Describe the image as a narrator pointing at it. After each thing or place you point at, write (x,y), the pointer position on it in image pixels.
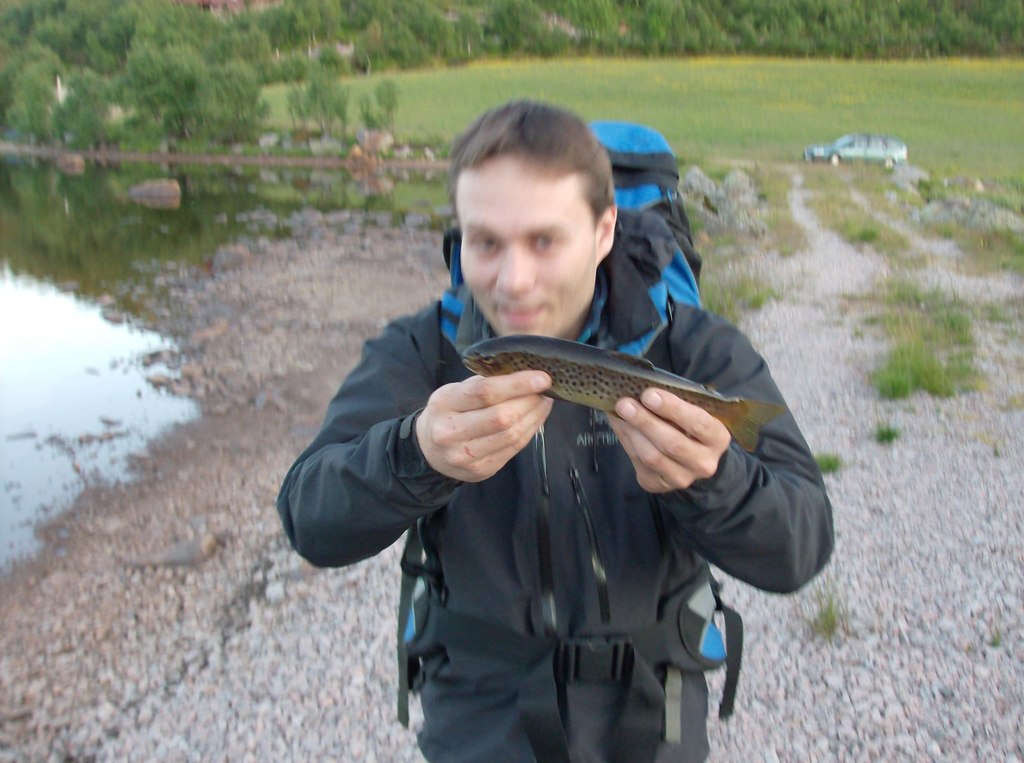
In the background (729,52) we can see the trees (451,38), grass (717,72), car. On the left side of the picture (129,313) we can see the water (97,411). In this picture we can see a man (742,525) wearing a backpack (649,690) and he is holding a fish (749,417) with his hands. On the ground (951,451) we can see the stones (868,659).
